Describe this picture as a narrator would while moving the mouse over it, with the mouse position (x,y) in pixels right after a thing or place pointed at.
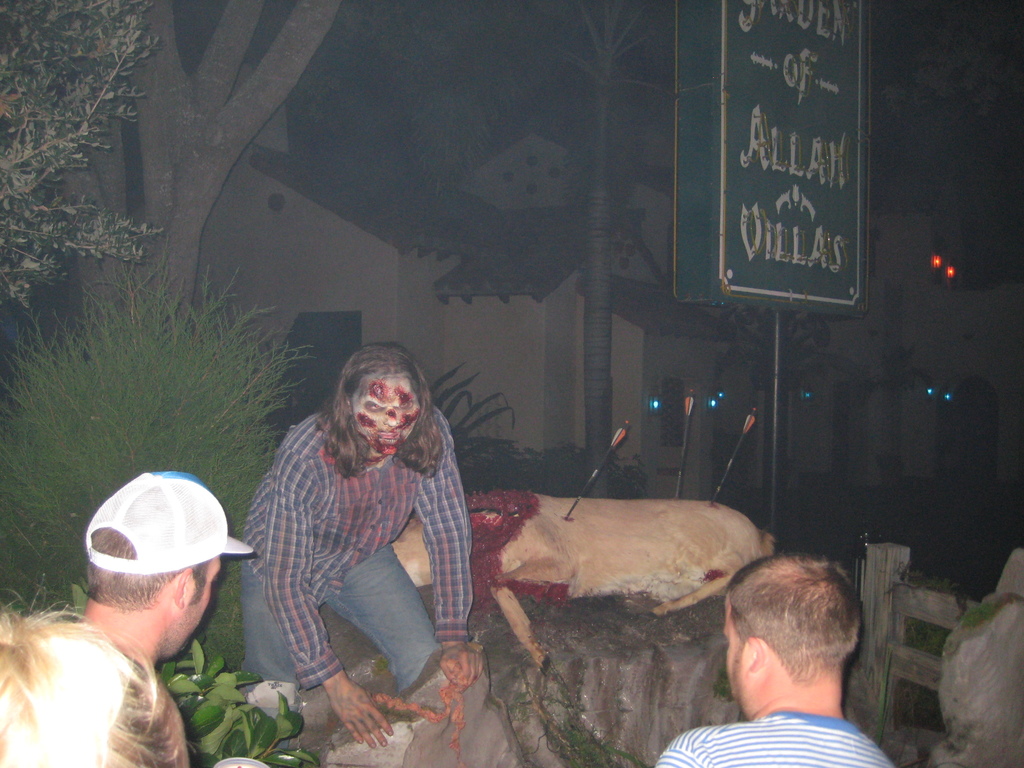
In the picture we can see a person (364,513) with a devil costume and beside we can see an animal structure (713,583) with some arrows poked in it and with some blood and in front of the person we can see some people (8,740) are standing and watching the person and in the background (379,252), we can see a tree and some grass plants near it and besides we can see a house wall (394,274) and some lights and a pole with a board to it.
